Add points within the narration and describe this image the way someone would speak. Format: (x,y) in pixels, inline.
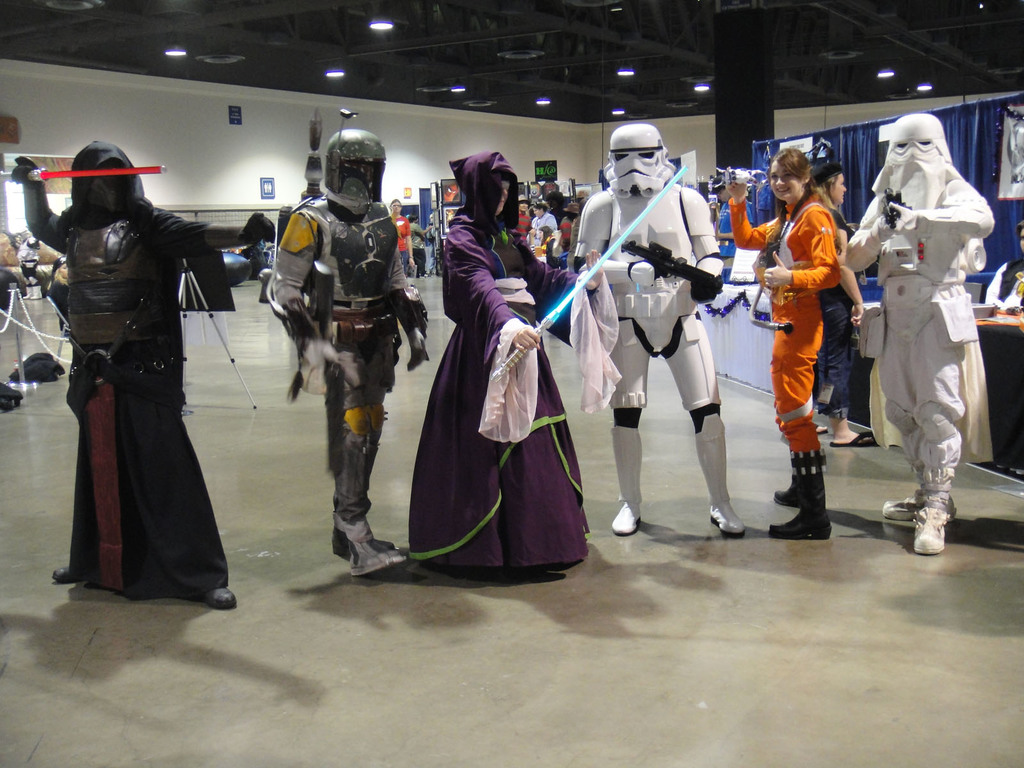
People (627,401) are standing wearing different costumes (654,303). Behind them there are other people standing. There are lights (543,104) on the top (382,22).
